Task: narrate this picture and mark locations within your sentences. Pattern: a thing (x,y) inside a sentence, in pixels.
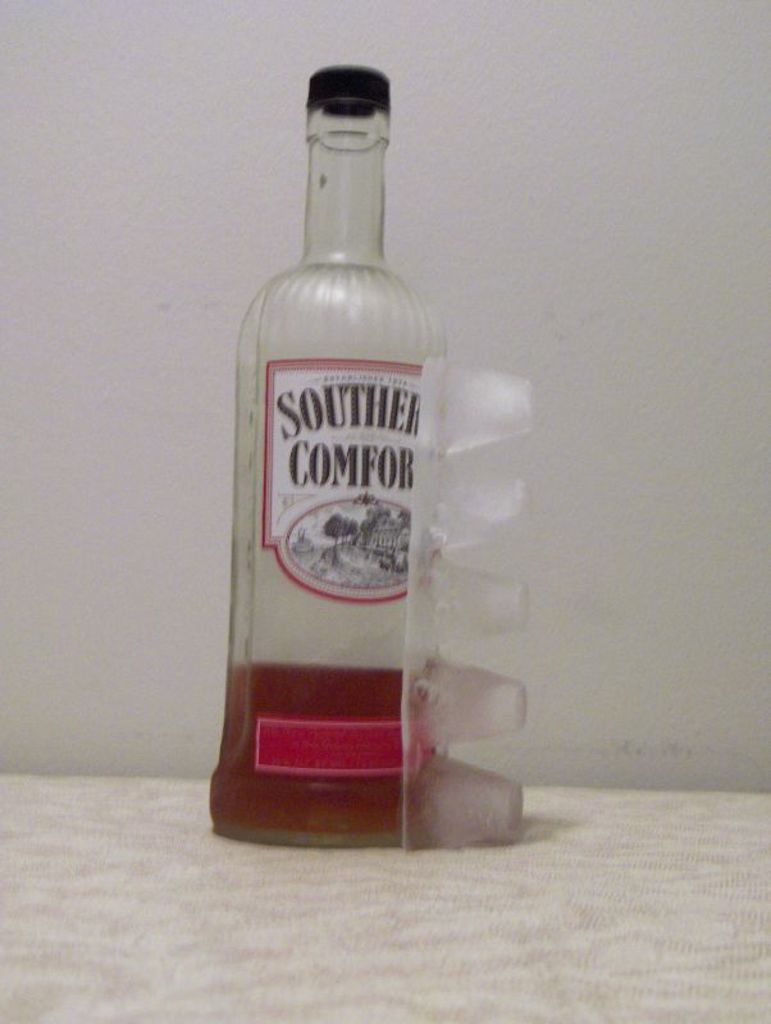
Bottle (326,587) with liquor (326,780) in it on a table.
